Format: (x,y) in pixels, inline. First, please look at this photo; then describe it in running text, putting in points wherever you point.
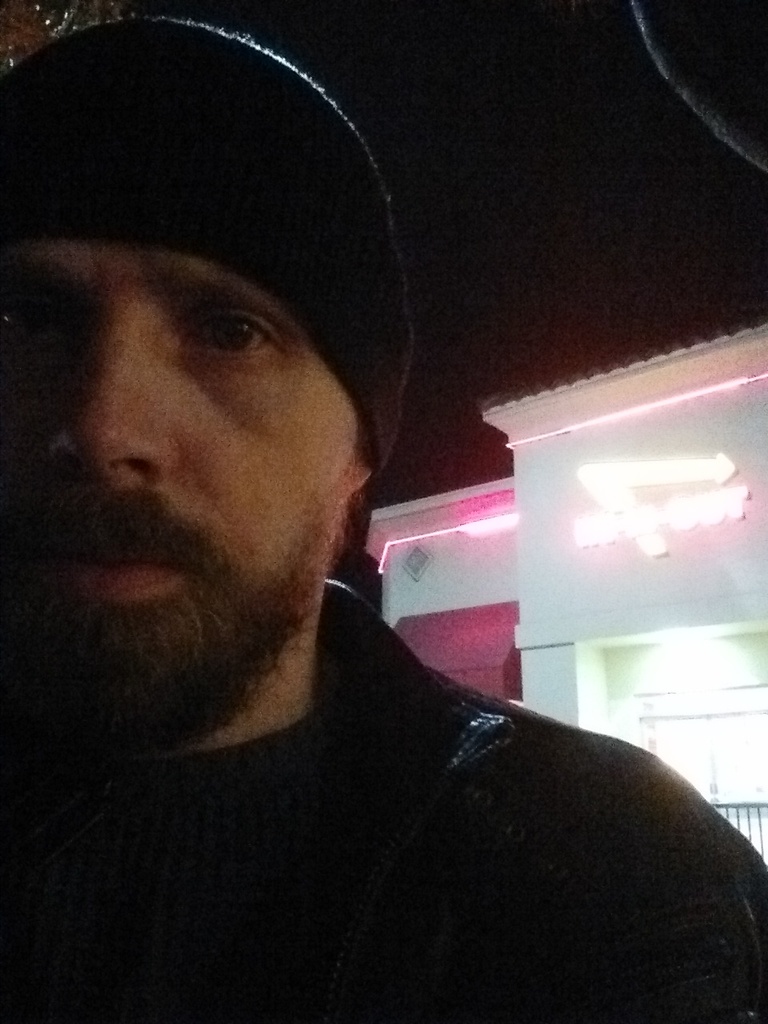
In this picture, we can see a person (203,614) and in the background (659,482) we can see a building (465,599) with lights (635,480), and the dark sky (519,228).
